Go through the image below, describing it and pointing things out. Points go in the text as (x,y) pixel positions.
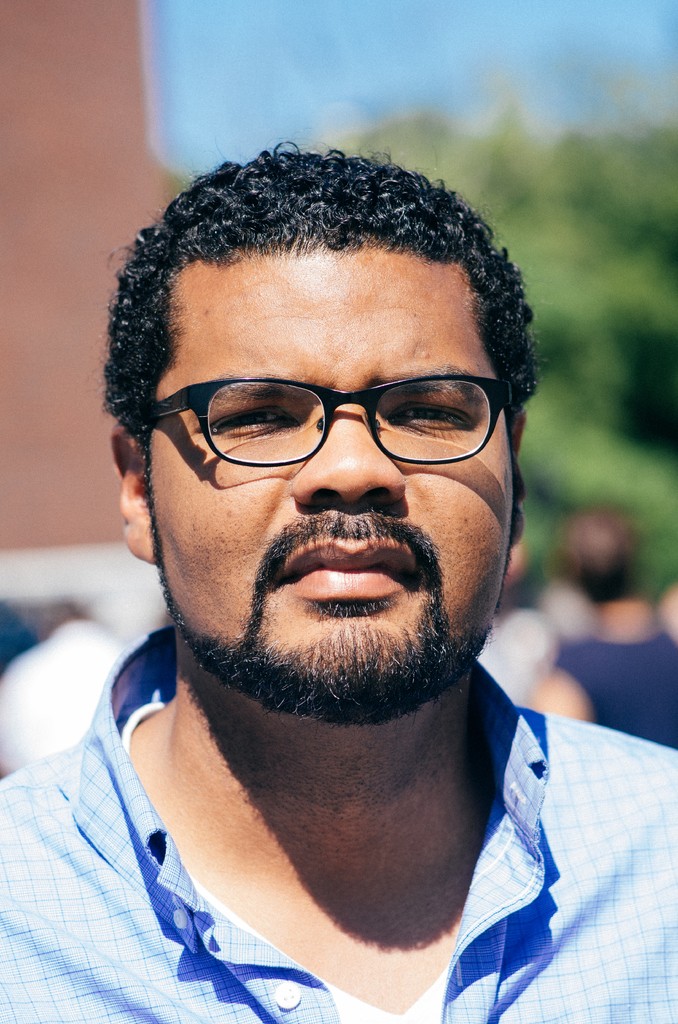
In this image this is the picture of a person (68,970) with spectacles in the foreground (532,328). And there are people (529,636) and trees (531,446) in the background (490,161).
